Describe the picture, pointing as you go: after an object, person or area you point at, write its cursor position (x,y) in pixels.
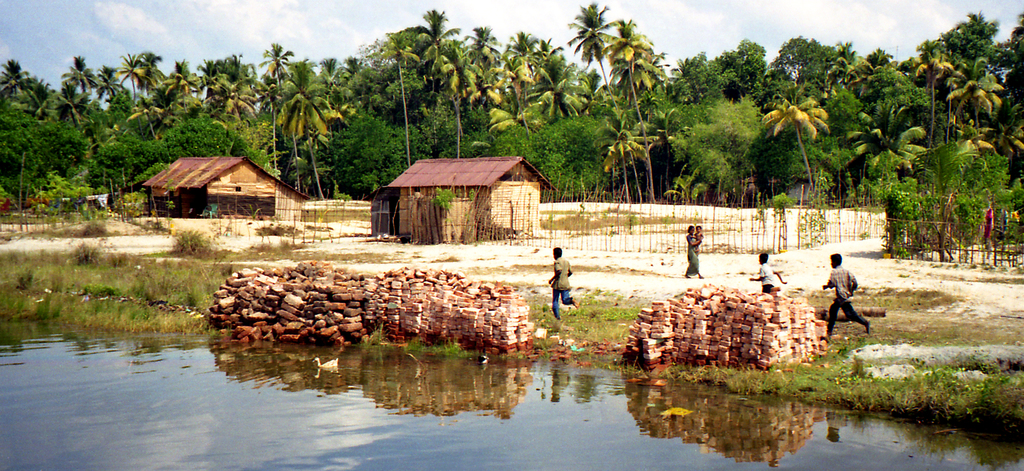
In this image there is some water (400,414) at the bottom (303,417). Beside the water (517,369) there are so many bricks (406,304). In the background (224,173) there are two houses (388,187). At the top (423,84) there are so many tall trees (527,83). There is a fence (516,226) around the houses (483,174). On the right side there are three boys (759,258) running on the ground (614,305). Beside them there is a woman (689,250) walking on the ground (576,250) by holding the kid (701,239).
